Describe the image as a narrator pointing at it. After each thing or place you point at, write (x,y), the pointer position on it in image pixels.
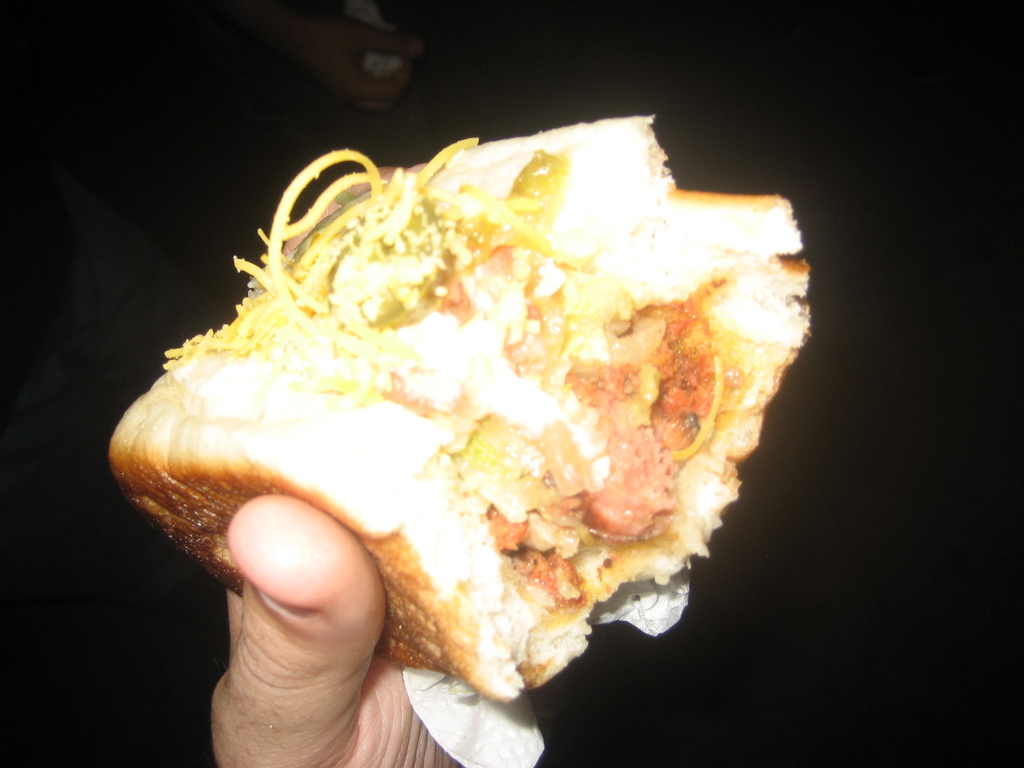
In this image we can see a person's hand (325,528) holding some food item (533,207) and the background (742,7) is dark.
